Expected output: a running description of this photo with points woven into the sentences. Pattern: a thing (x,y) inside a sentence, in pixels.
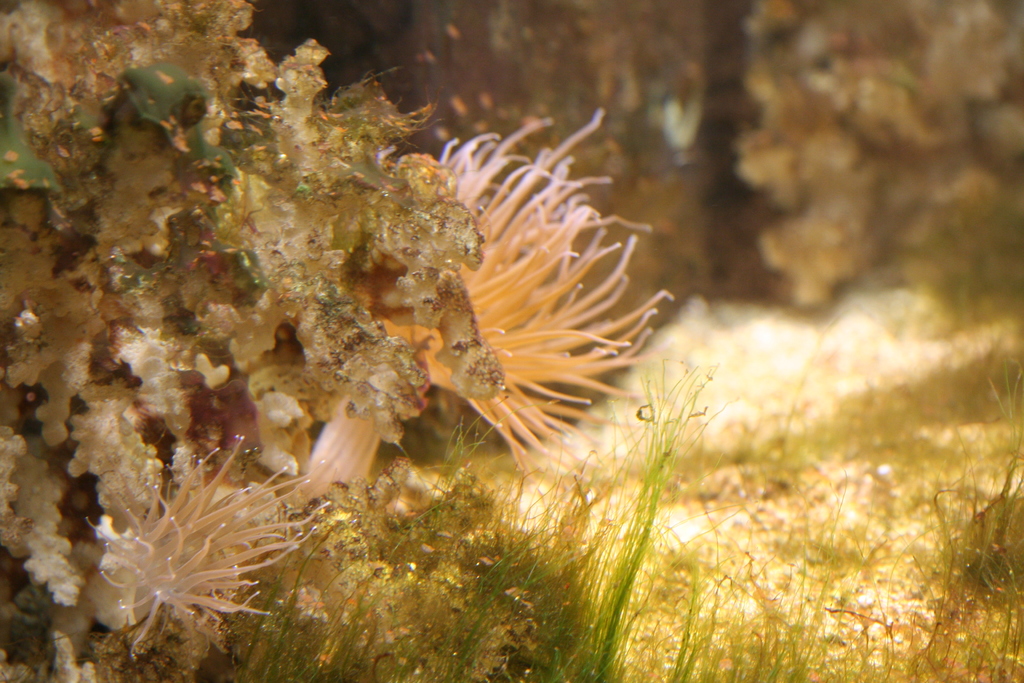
In this picture we can see plants (180,96) and in the background (758,110) it is blurry.
